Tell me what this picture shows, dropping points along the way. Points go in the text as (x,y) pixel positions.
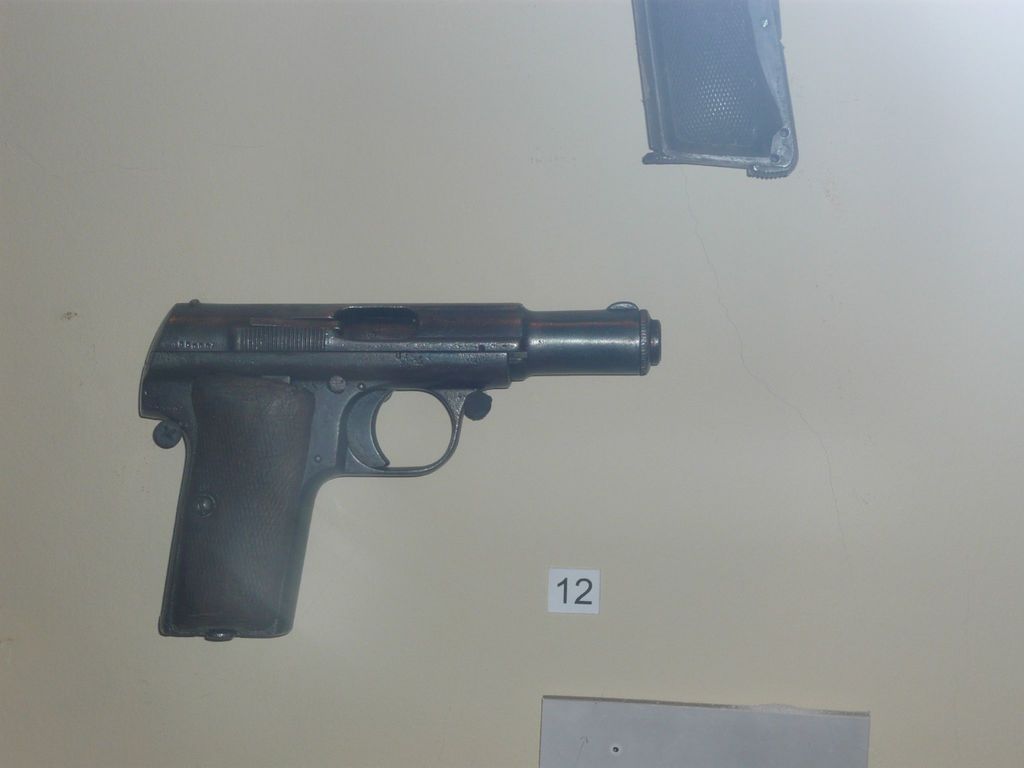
In the image we can see there is a pistol (460,358) kept on the wall (109,664) and there is a slip of paper (582,601) on which its written ¨12¨. There is a handle (728,141) of pistol (728,131).
